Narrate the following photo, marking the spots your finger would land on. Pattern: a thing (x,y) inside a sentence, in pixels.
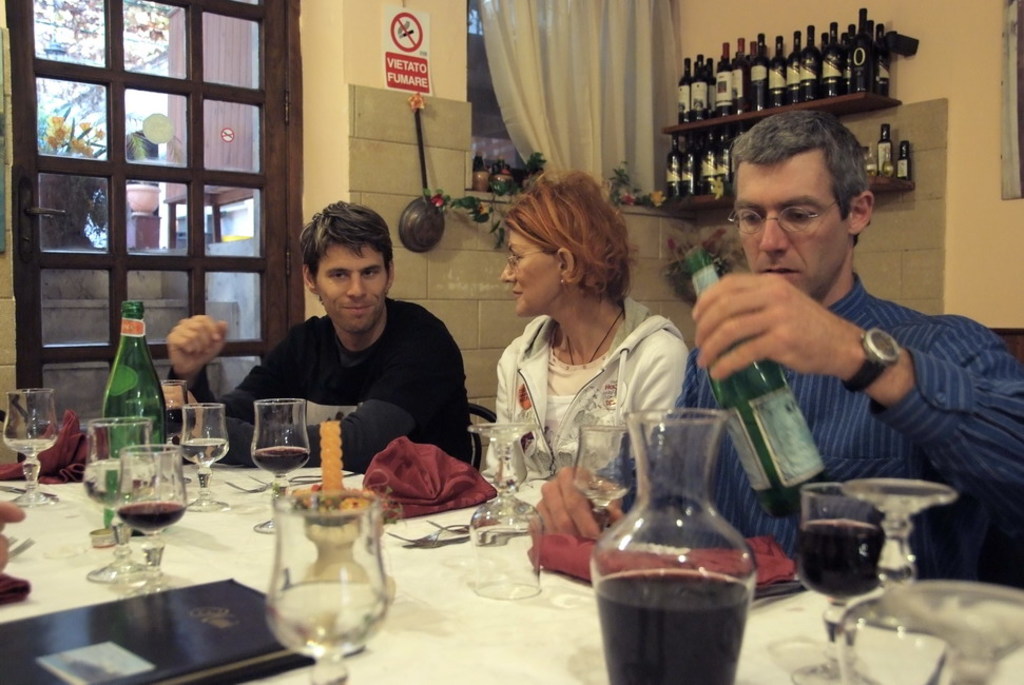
This image is taken inside a room (713,6). In this image we can see three people (852,167), two men (351,351) and a woman (559,263). In the right side of the image (770,183) a man (761,176) is sitting on the chair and he is holding a green bottle (708,265). In the middle of the image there is a table (752,667) on top of that there are many things (877,644). In the background (949,208) there is a door (204,114), sign board (419,62), wall (402,180), window (511,161), curtains (558,70), shelves (679,205) and many bottles (834,88) in it.
